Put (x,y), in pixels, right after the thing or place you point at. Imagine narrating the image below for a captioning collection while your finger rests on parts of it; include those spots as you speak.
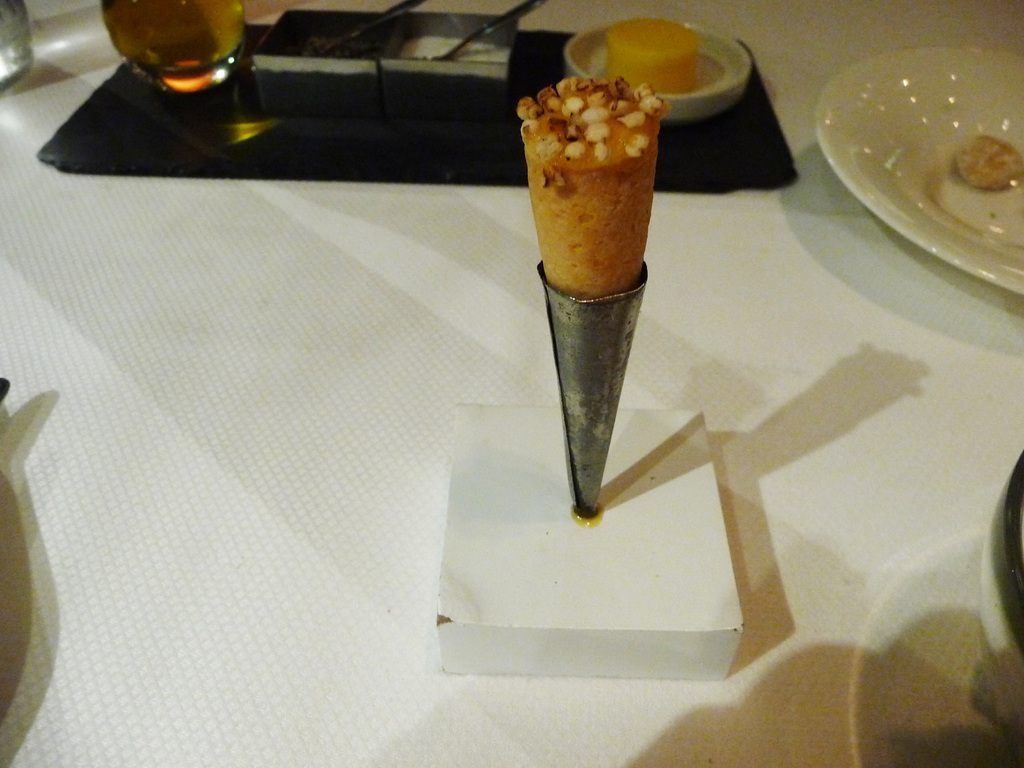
At the bottom of the image (240,619) there is a white surface (459,373). On the surface (119,485) there is a white box (646,579) with cone shape (572,262). And at the top of the image (604,70) there is a black tray (219,106) with few items (722,59) on it. At the top right corner of the image (941,205) there is a white plate (988,123).
